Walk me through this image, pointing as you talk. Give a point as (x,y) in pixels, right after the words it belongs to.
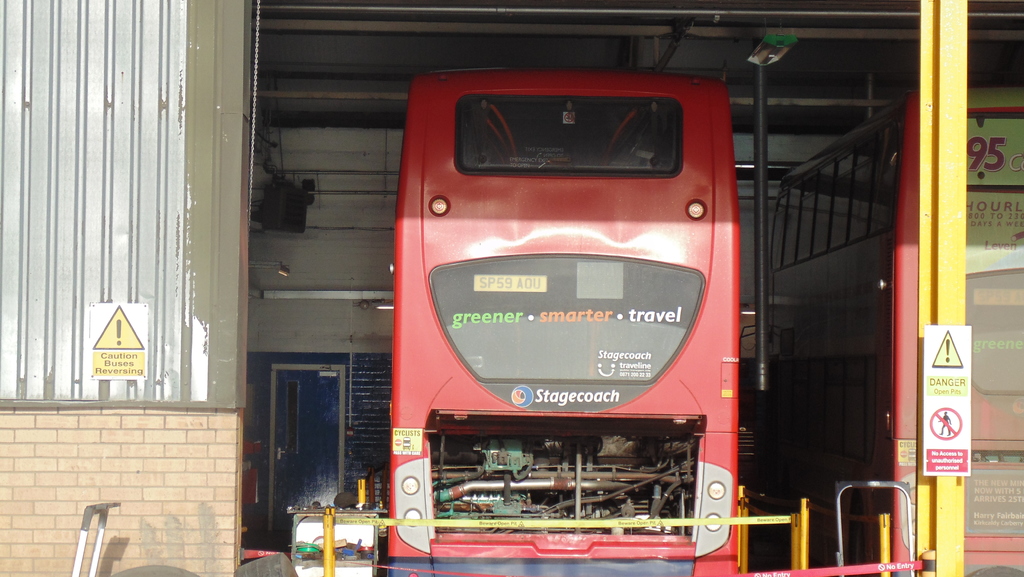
Here we can see a vehicle (617,350), pole (739,565), door (313,447), boards (112,316), and wall (353,142). There are objects (317,554).
